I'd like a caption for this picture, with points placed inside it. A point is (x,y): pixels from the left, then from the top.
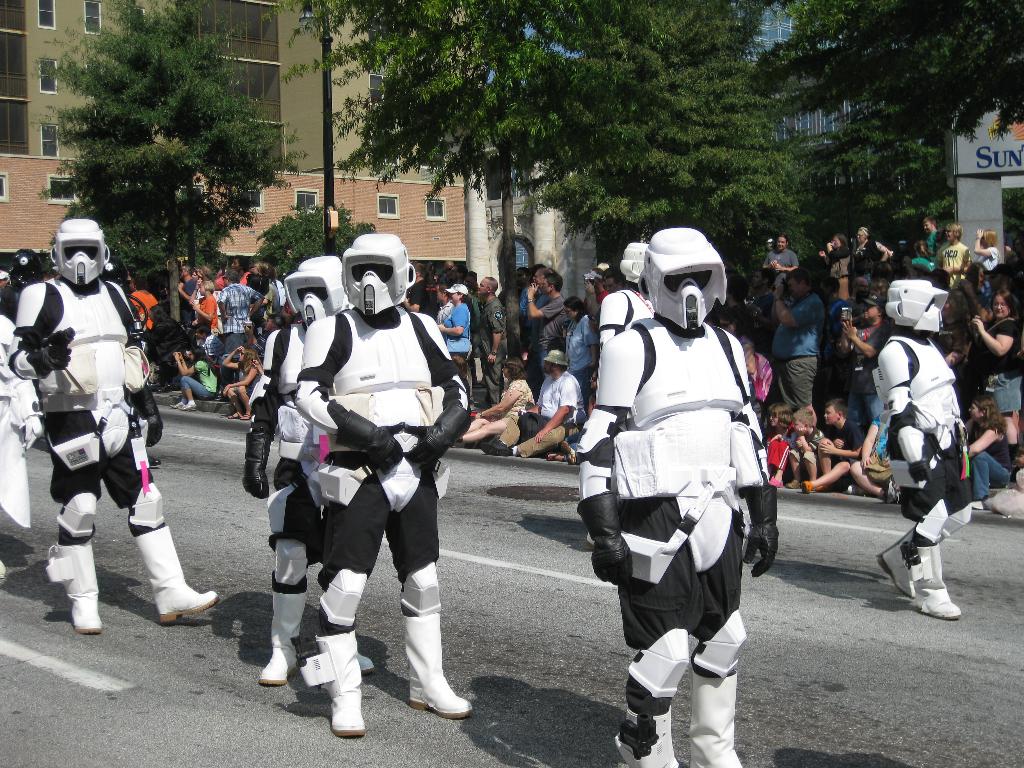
There are few persons (313,364) with white and black costume (664,447) with gloves (405,455), helmet (312,302) and boots (413,642) on the road (201,573). In the back (493,376) there are many people (725,326), light pole (328,176), building (334,162) with windows (435,207).
